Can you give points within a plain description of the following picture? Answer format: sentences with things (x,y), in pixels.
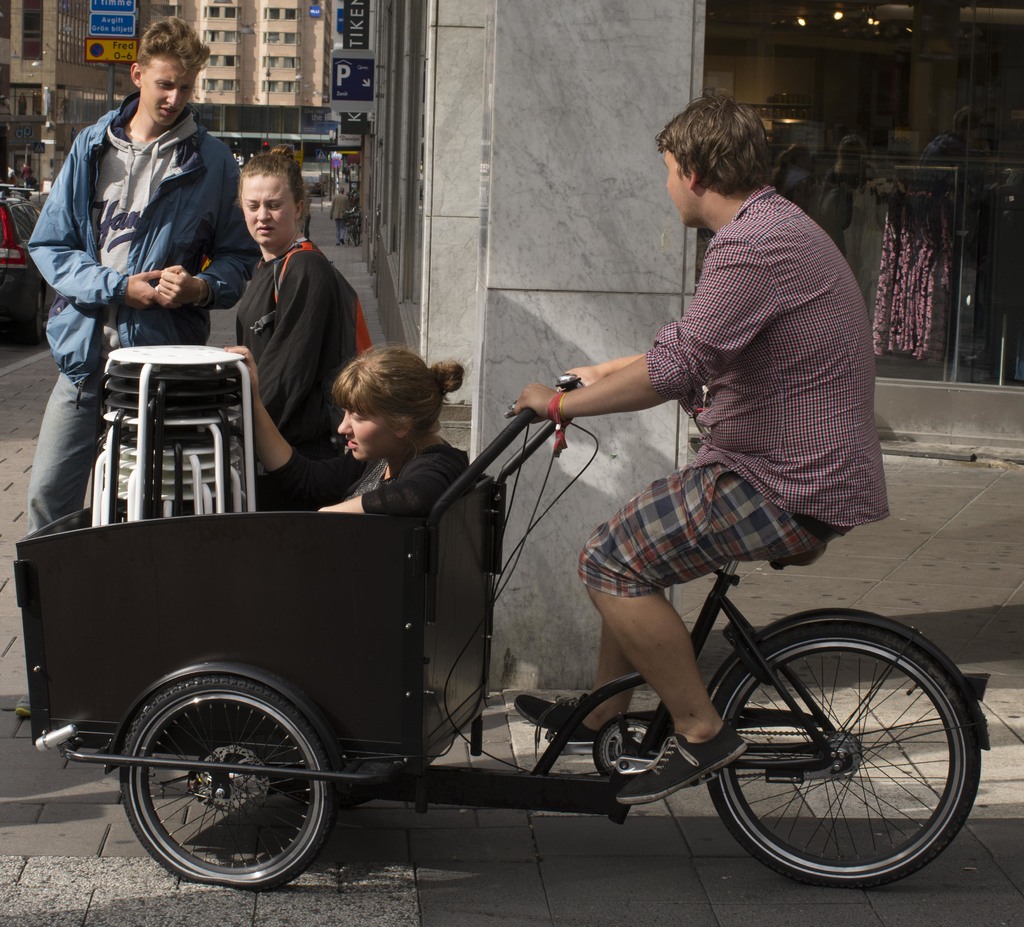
In this image I see 2 men (726,235) and 2 women (450,363) in which this man (674,743) is riding this cycle (582,786) and this woman (395,461) is sitting in this trolley (203,572) and I see few things (114,449) over here and these both are standing and I see the path (3,556). In the background (124,22) I see number of building (383,186) and boards (108,49) on which something is written and I see a car (20,261) over here.
